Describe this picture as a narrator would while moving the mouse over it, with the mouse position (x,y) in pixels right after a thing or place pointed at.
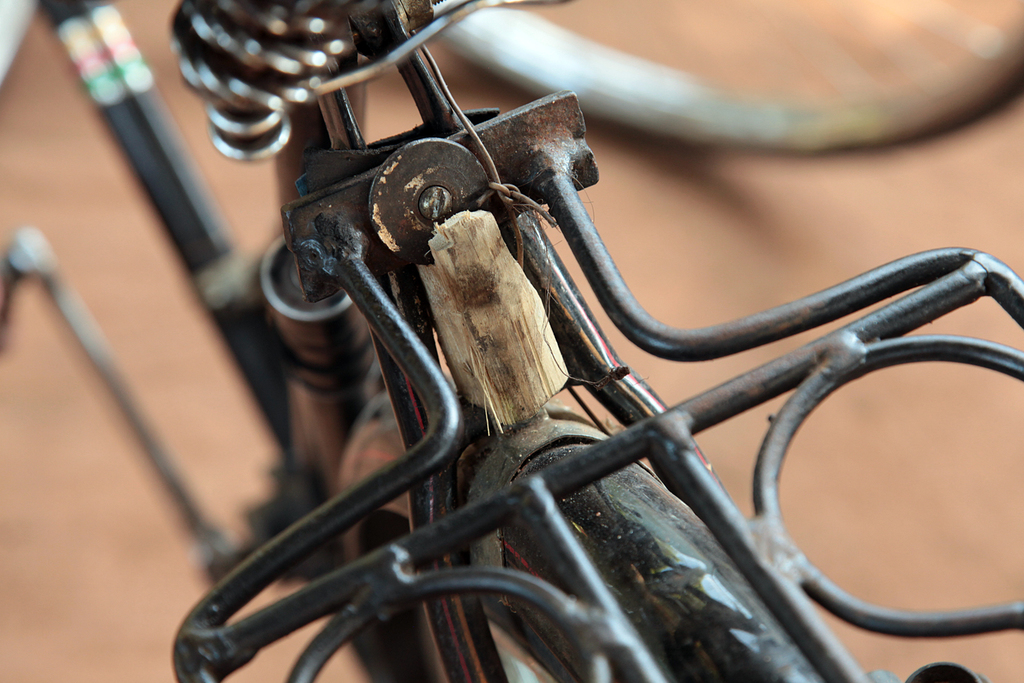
In the picture there is a bicycle (536,264) present.
